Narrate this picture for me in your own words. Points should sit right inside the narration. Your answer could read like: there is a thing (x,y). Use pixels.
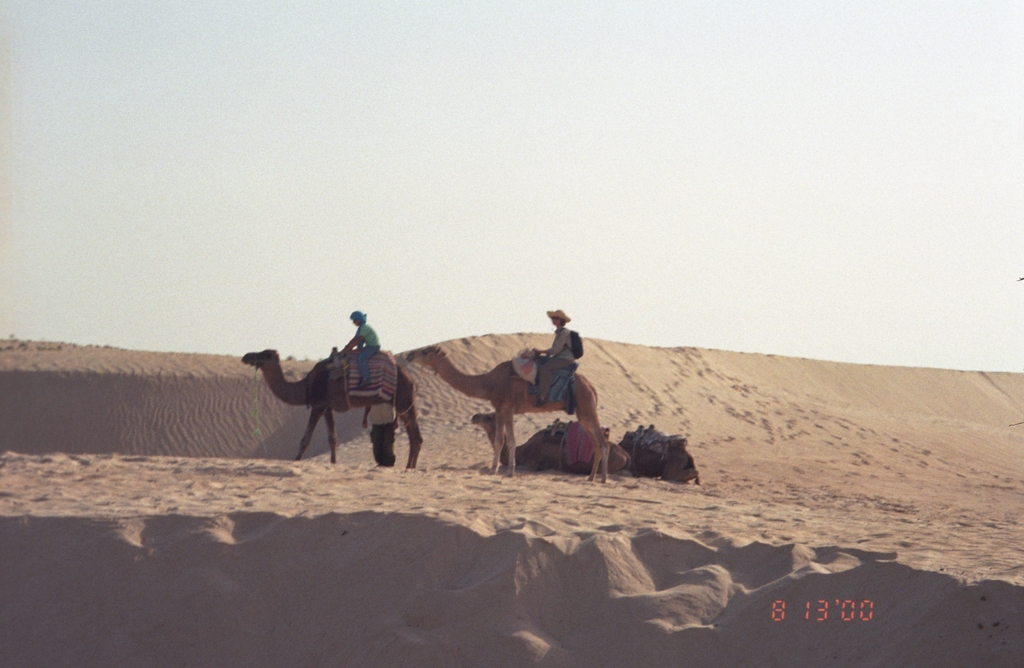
In the image I can see people (377,433) and camels (523,462). I can also see two people (544,357) are sitting on camels (505,411). In the background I can see sand (609,474), the sky (381,332) and some other objects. I can also see watermark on the image.
